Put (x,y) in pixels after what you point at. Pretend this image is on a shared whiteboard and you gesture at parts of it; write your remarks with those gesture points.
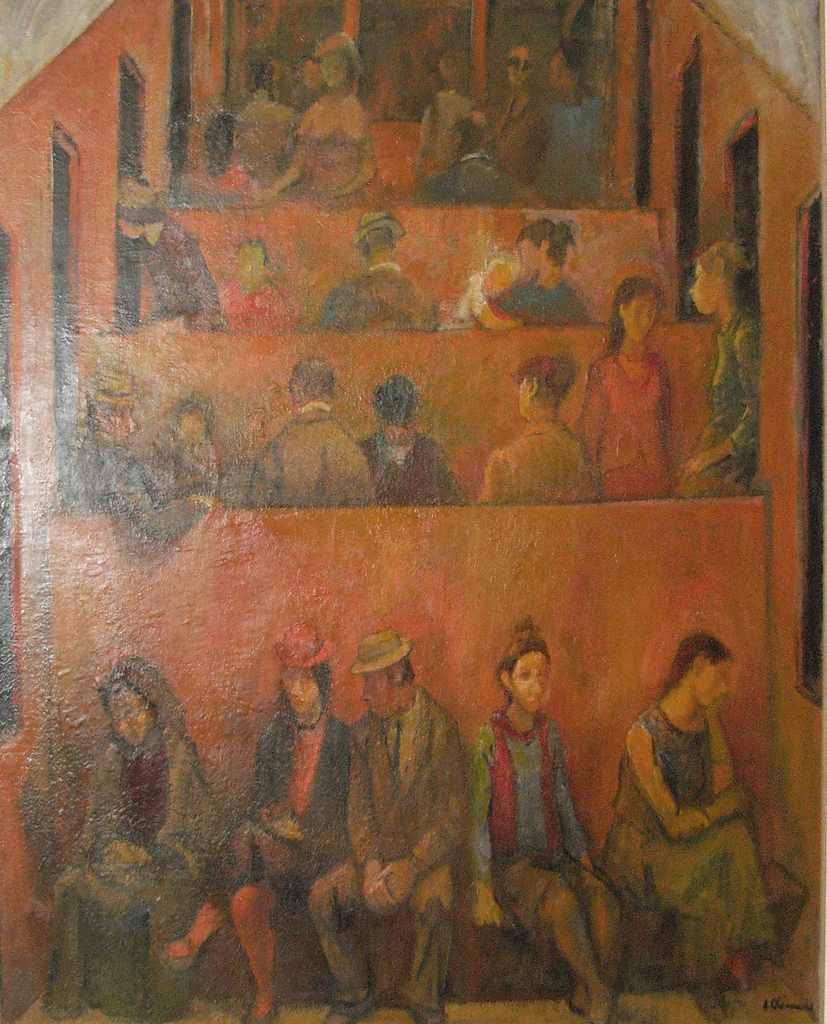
In the picture i can see a painting (193,618) on a wall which is of some persons (286,740) sitting.
